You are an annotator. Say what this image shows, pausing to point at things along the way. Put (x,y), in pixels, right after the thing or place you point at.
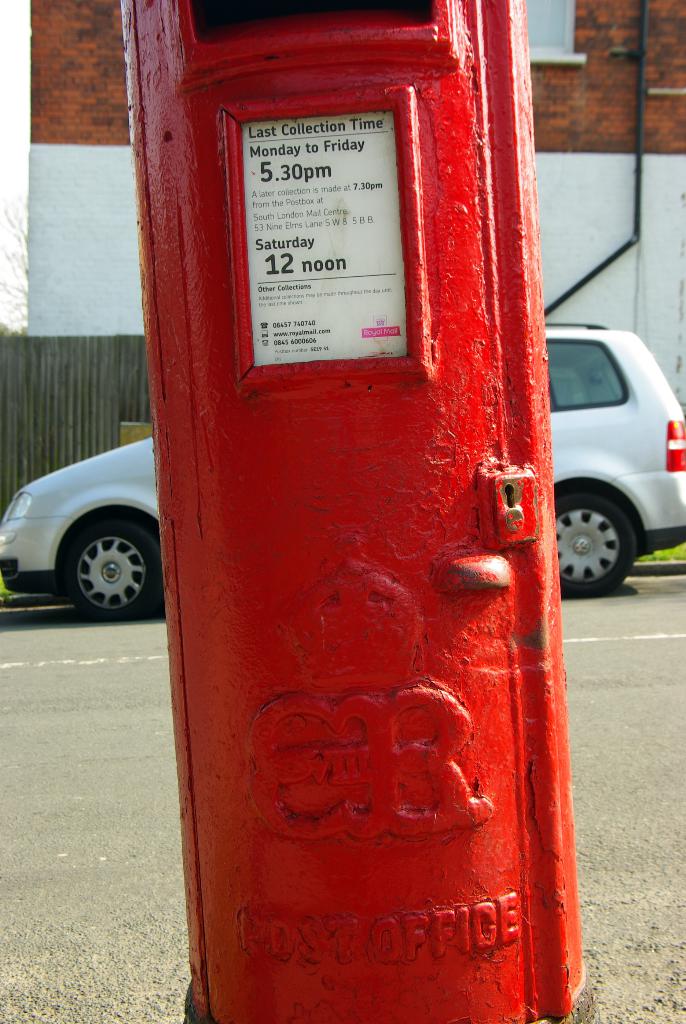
In this image we can see a red color post box (267,562), behind the post box (303,496) we can see a white color vehicle (575,394), in the background (122,188), we can see the wall (594,95) and also we can see the sky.
